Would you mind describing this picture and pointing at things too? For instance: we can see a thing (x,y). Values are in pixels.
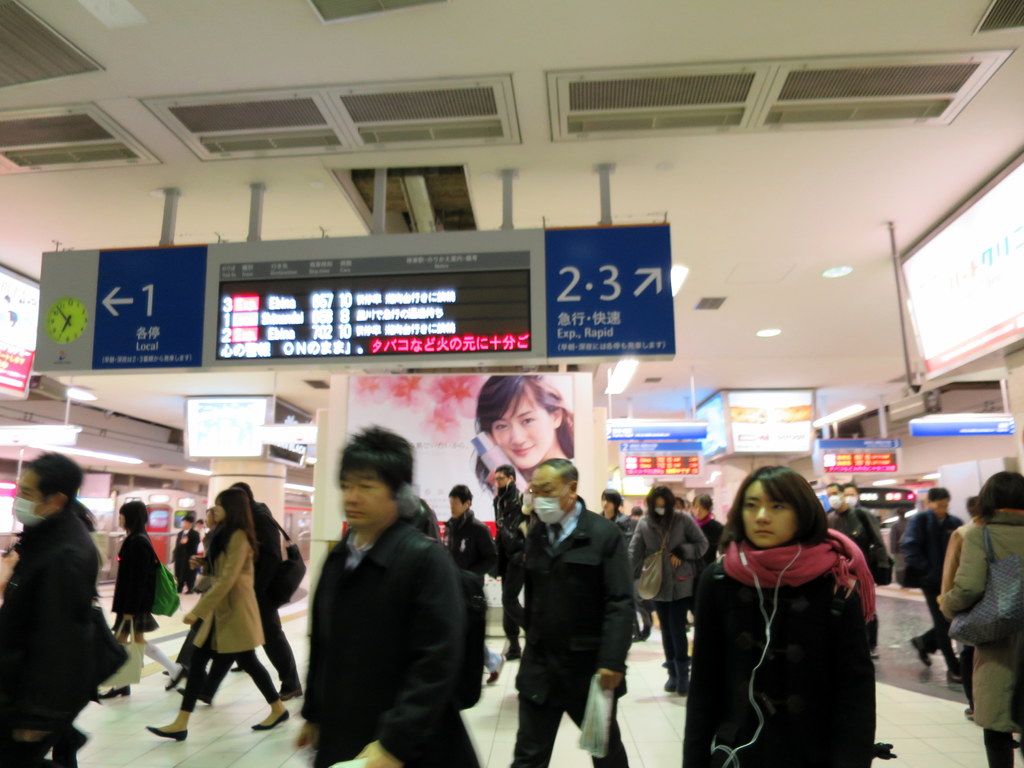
In this image I can see the group of people (543,476) are walking and wearing different color dresses (922,552). I can see few boards (659,306), lights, clock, screen (506,303) and few objects (421,216) around.
